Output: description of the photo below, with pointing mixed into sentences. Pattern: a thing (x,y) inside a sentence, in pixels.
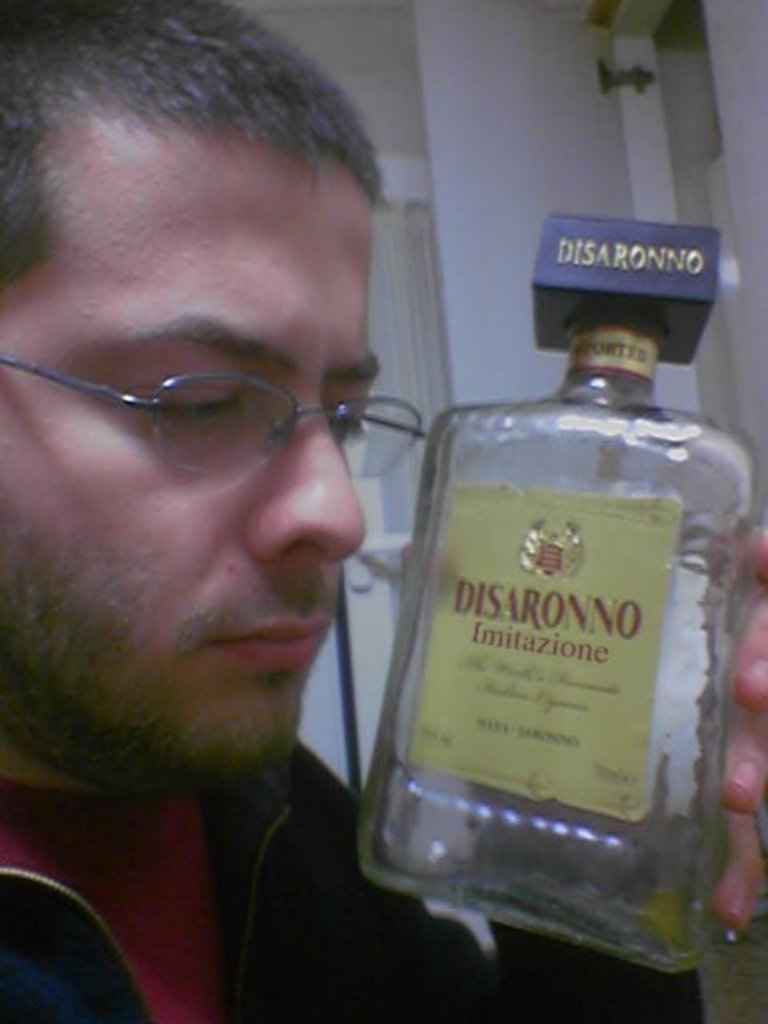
He is holding a bottle (453,483). He's wearing a spectacle (347,407). We can see in the background (418,209) there is a window (425,215).
